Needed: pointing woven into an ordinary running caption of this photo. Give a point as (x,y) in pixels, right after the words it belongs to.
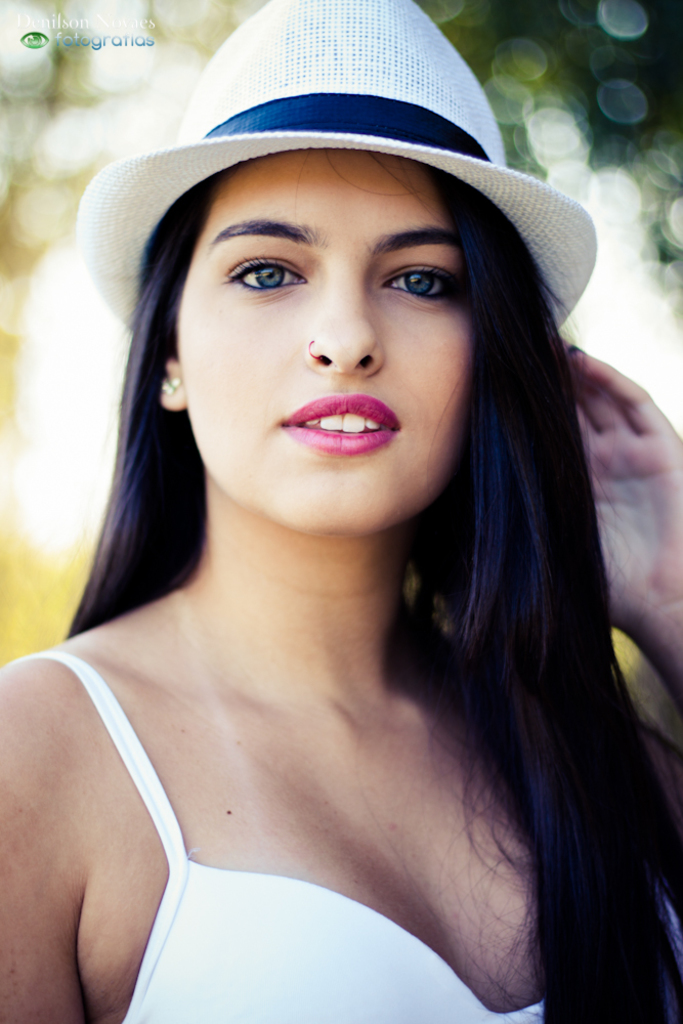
In the image we can see a woman (77,751) standing, smiling and she wear a hat (276,122). Background of the image (39,131) is blur.
